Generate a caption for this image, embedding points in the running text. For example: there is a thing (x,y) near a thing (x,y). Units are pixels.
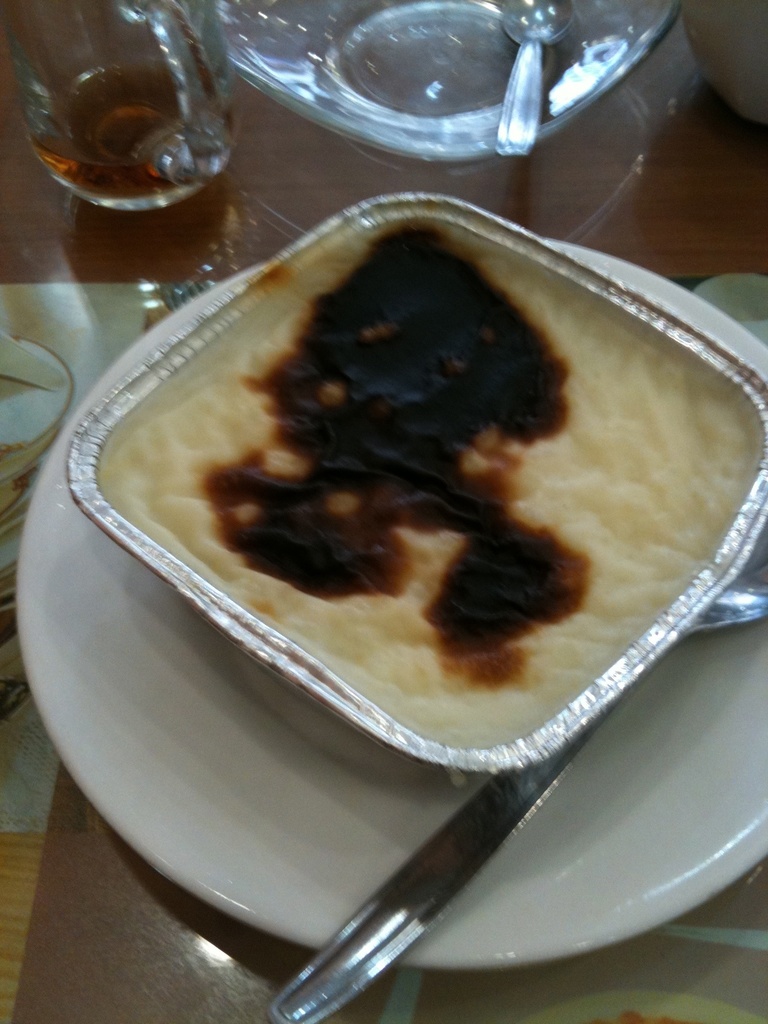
On the table (741,225) we can see wine glass (190,187), cup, saucer (658,0), plates (589,837), mat (749,1000) and other objects (463,874). In the center (356,624) we can see the food items (602,566) in the box (631,534).
